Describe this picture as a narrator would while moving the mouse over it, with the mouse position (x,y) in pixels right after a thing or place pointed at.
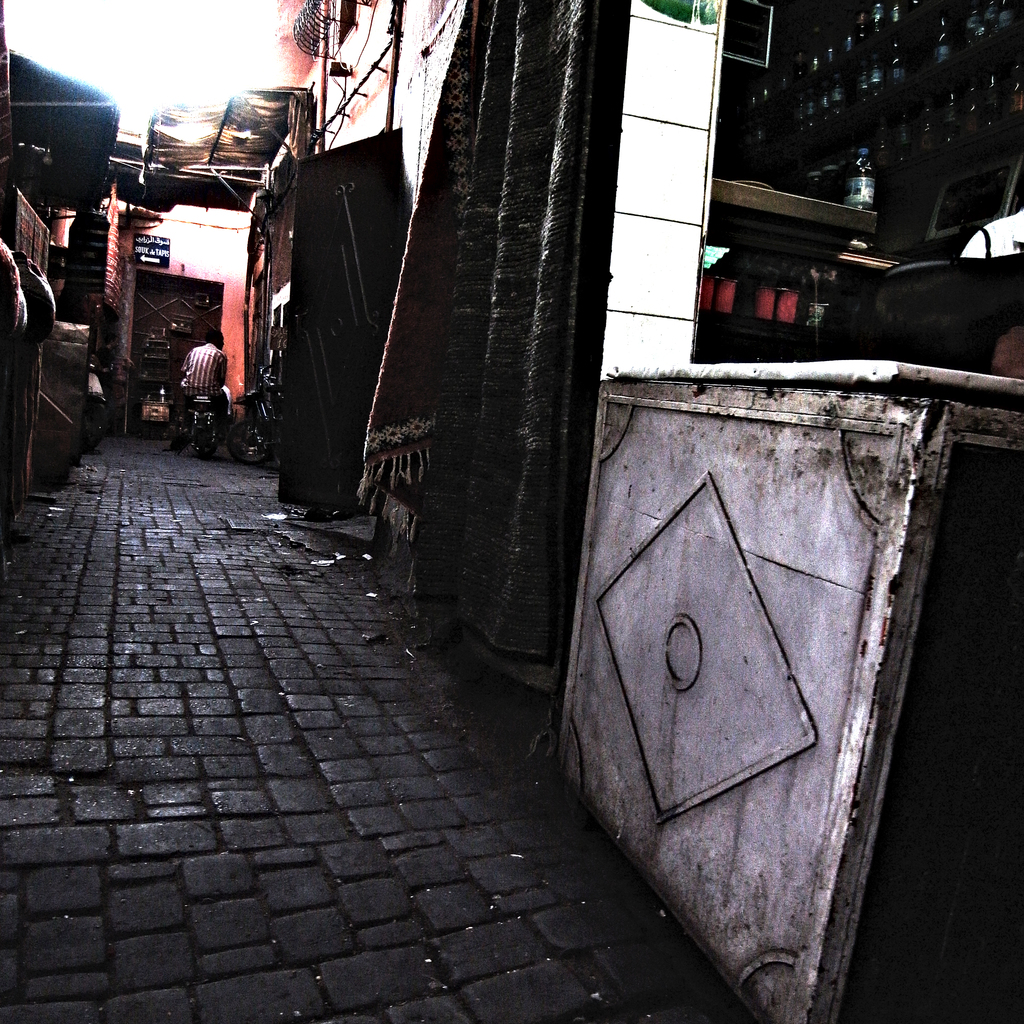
In this picture we can see bottles (827,93) in racks (907,31), cloth (543,121), rods (324,100), name board (157,237), wall (220,254), path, person (190,390) sitting on a motor bike (204,431) and some objects (275,381).
